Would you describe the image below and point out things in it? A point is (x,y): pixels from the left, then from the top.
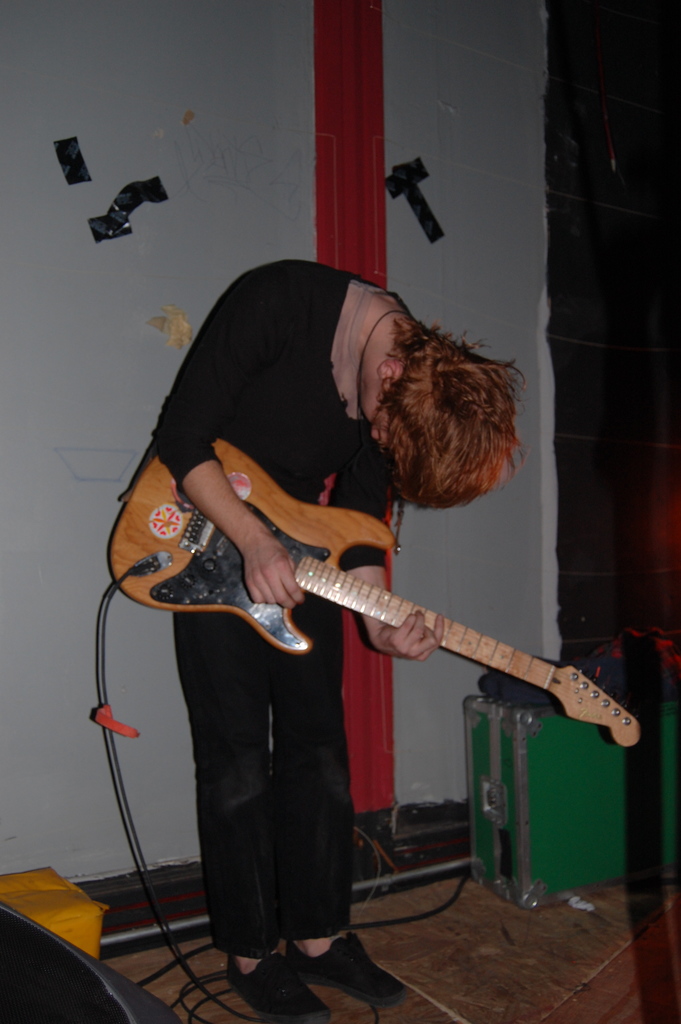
I could see a person (274,310) holding a guitar (313,565) in his hands (376,638) and bending bowing down. He is wearing a black color shirt (240,413) and black color pant (231,788) with black color shoes (269,991). The guitar (139,559) is connected to a cable (215,979) which is connected to some box (480,836) in the right corner of the picture (519,710) the box (587,842) is green in color. In the background (462,286) i could see the wall (78,293) with red beam (347,96) in the middle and some black curtain (630,349) in the right corner of the picture (633,193). The wall (146,210) has some black straps (139,203). In the left corner of the picture (94,936) could see some yellow colored pillow (66,905) and black colored speaker (82,982).
